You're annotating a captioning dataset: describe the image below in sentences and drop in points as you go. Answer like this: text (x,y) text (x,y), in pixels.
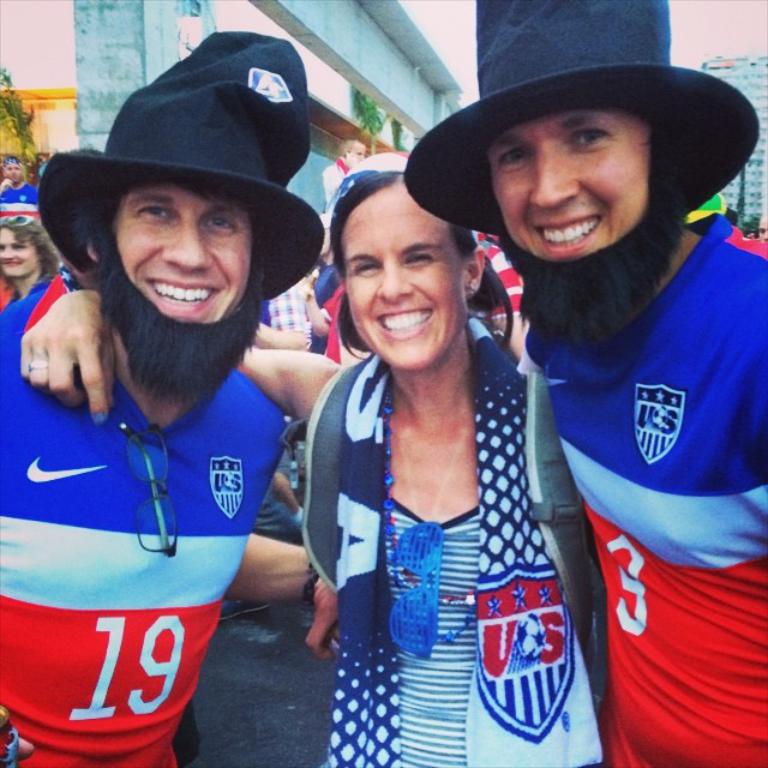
The picture is taken outside a city (331,45). In the foreground of the picture (517,185) there are people (305,297) on the roads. In the background (297,35) there are buildings (387,95) and trees (359,114).
